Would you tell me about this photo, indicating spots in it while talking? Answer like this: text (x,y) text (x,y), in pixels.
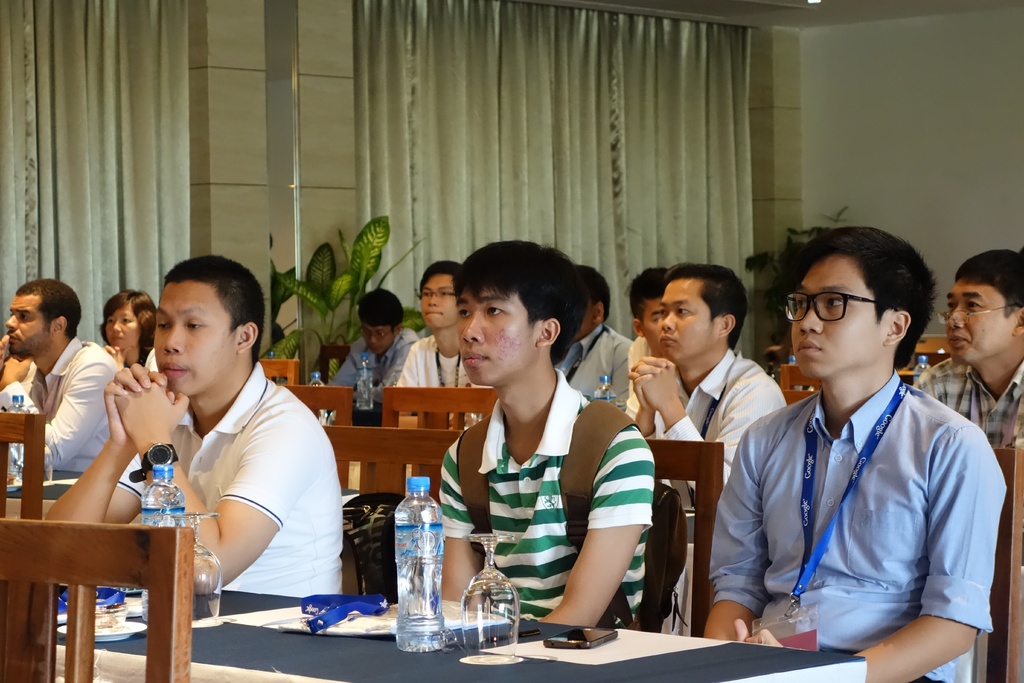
Here we can see a group of people (923,313) sitting on chairs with tables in front of them having glasses (499,572) and bottles of water (426,649) present and on the side we can see plants (380,231) and curtains (422,197) present.
